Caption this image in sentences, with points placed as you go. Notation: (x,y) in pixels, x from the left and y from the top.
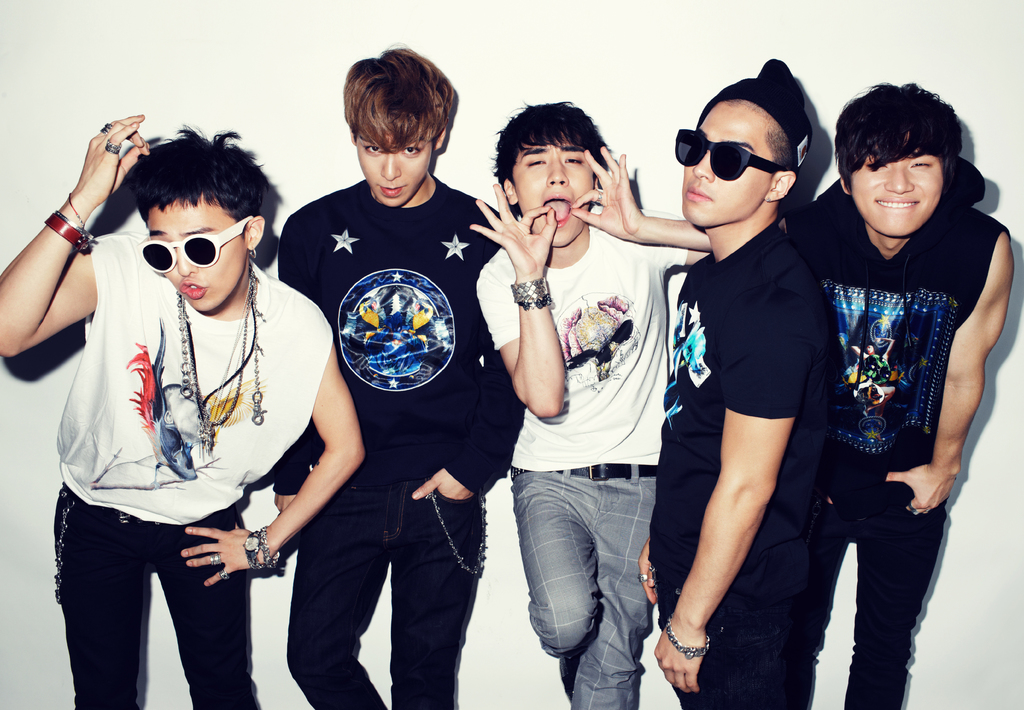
In this picture I can see a group of people (505,296) are standing among them some are wearing black shades (741,165). These people (412,289) are wearing t-shirts (370,400) and pants (392,503). The background of the image (661,82) is white in color.
